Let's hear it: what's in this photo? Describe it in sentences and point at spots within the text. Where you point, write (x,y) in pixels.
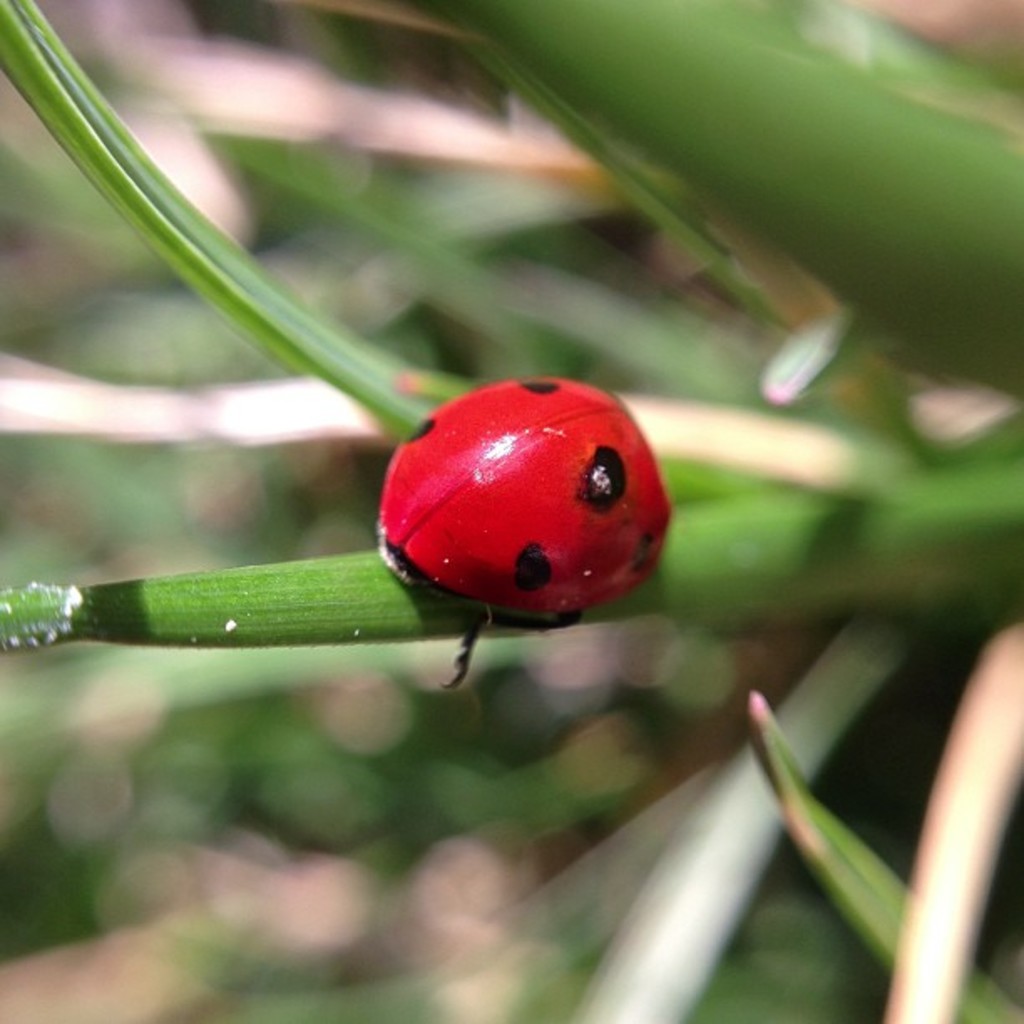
In this image we can see an insect (512,521) on the leaf (754,553) and a blurry background (197,768).
